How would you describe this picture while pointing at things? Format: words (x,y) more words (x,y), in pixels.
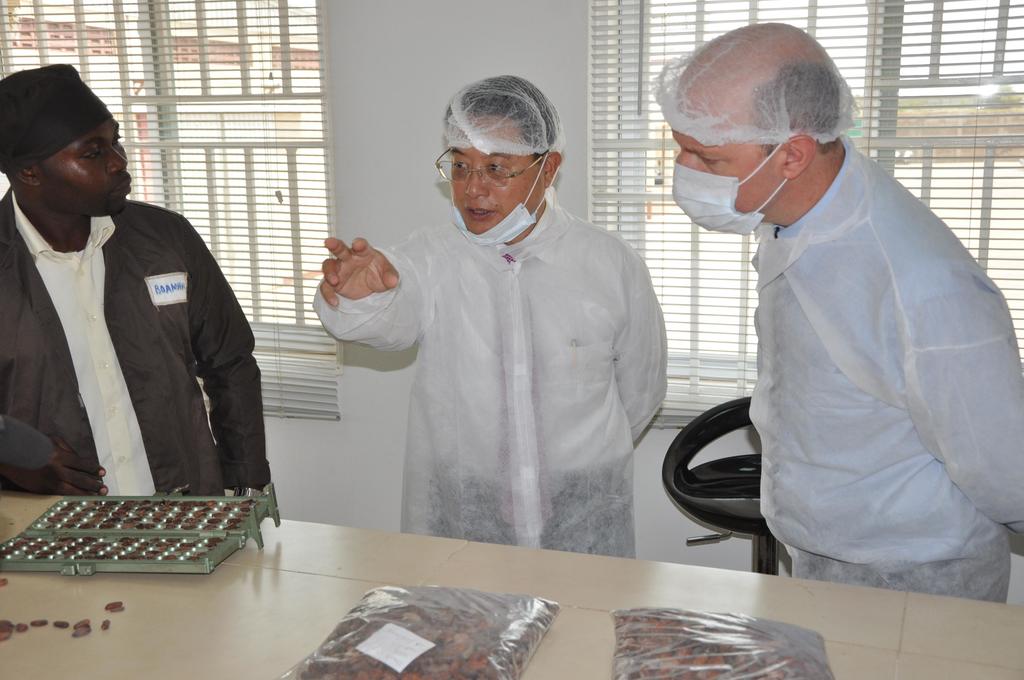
In this picture there is a person (617,390) standing and talking and there are two persons (714,215) standing. There are covers (444,636) and there are objects (150,573) and seeds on the table (269,635). At the back (153,90) there are windows (238,151) and window blinds (199,20). Behind the windows (39,55) there is a building (225,47) and there are trees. At the top (763,11) there is sky (852,11).
